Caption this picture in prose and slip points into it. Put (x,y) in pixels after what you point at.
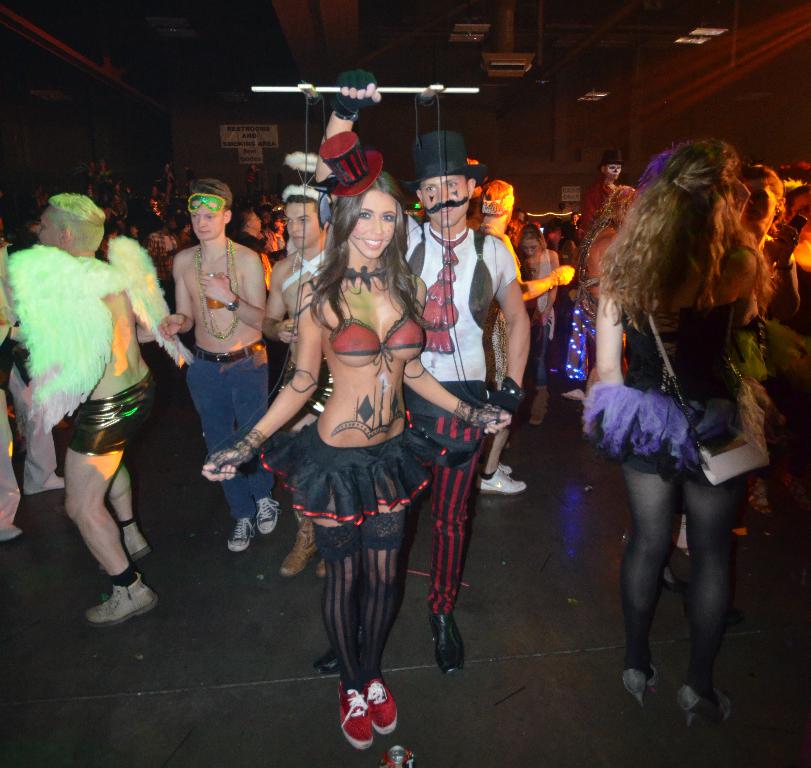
In this image we can see a group of people (655,510) standing on the ground (609,504), some people (533,251) are wearing costumes (470,266). On the right side of the image (705,313) we can see a woman (705,339) wearing the bag (747,450). In the background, we can see a board (235,128) with some text (260,154) and some lights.
